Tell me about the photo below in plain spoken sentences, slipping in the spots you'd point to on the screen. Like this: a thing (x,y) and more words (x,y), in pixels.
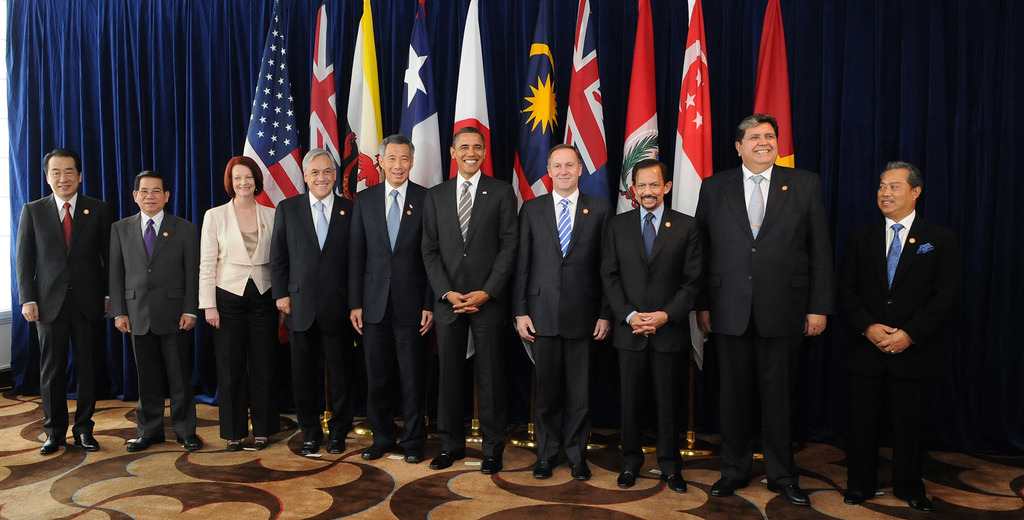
In this picture, we see many men (592,272) and a woman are standing. All of them are smiling. Behind them, we see flags (484,130) which are in blue, white, red and yellow color. Behind the flags (270,116), we see a curtain (178,95) in blue color. This picture might be clicked in the conference hall (307,346).
